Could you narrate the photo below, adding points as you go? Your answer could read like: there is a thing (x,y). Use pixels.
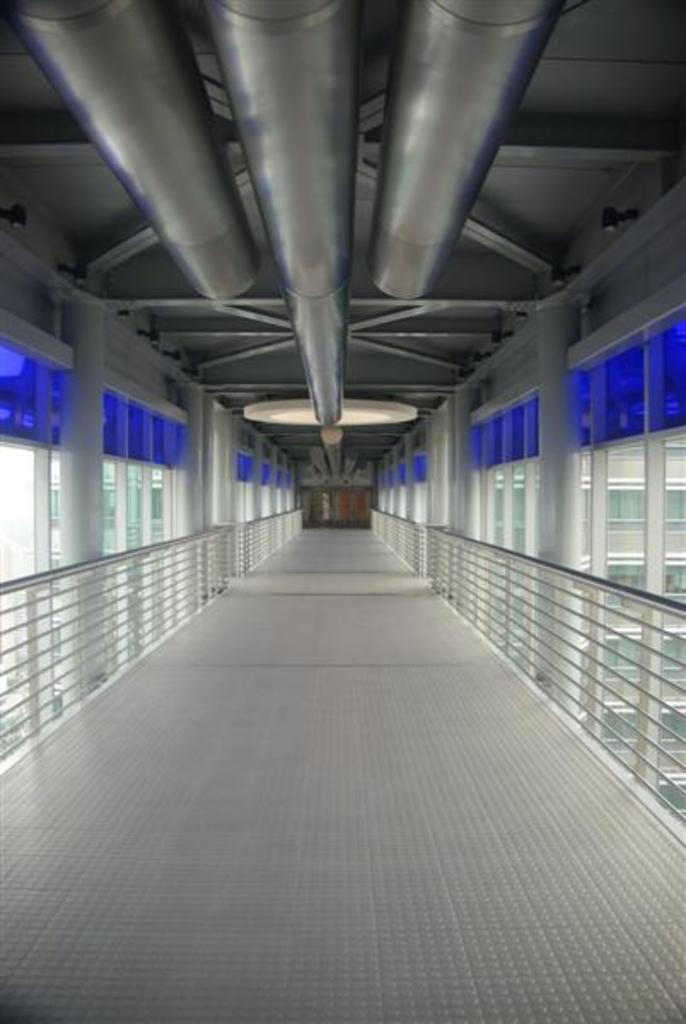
In this image we can see a bridge (389,636) and there are railings (40,697). In the background (298,527) there is a building (676,480). At the top (120,100) there are pipes (323,206).
